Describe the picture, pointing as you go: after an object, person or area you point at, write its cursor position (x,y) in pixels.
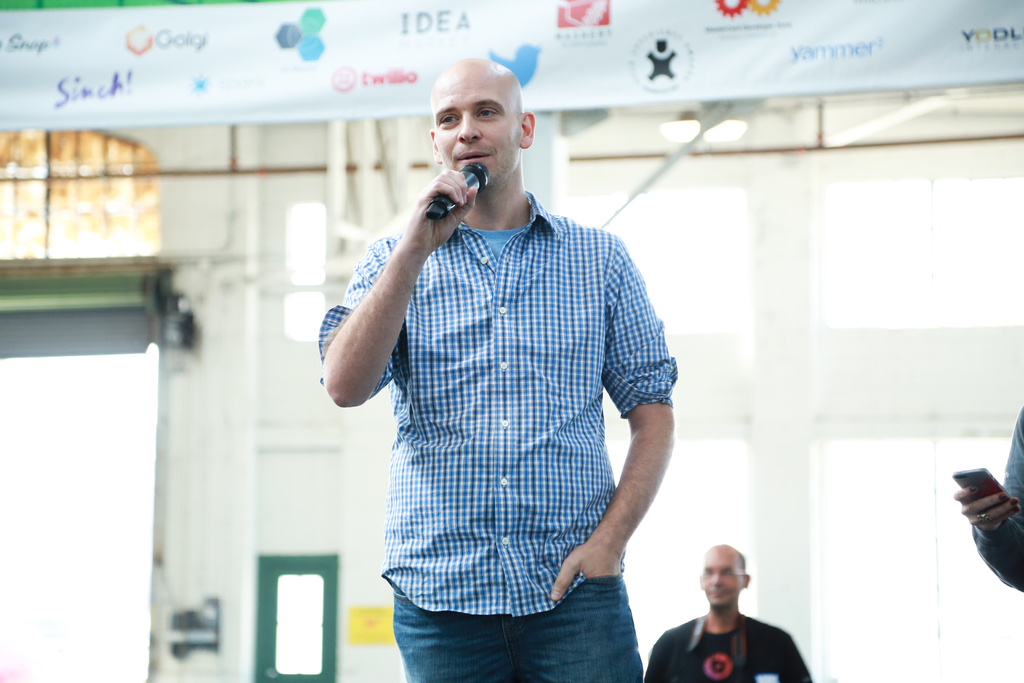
In this picture we can see a man (429,359) who is talking on the mike (478,187). On the background (668,39) there is a wall (812,602) and this is banner (743,58). Here we can see man (670,632). He has spectacles (711,574).
